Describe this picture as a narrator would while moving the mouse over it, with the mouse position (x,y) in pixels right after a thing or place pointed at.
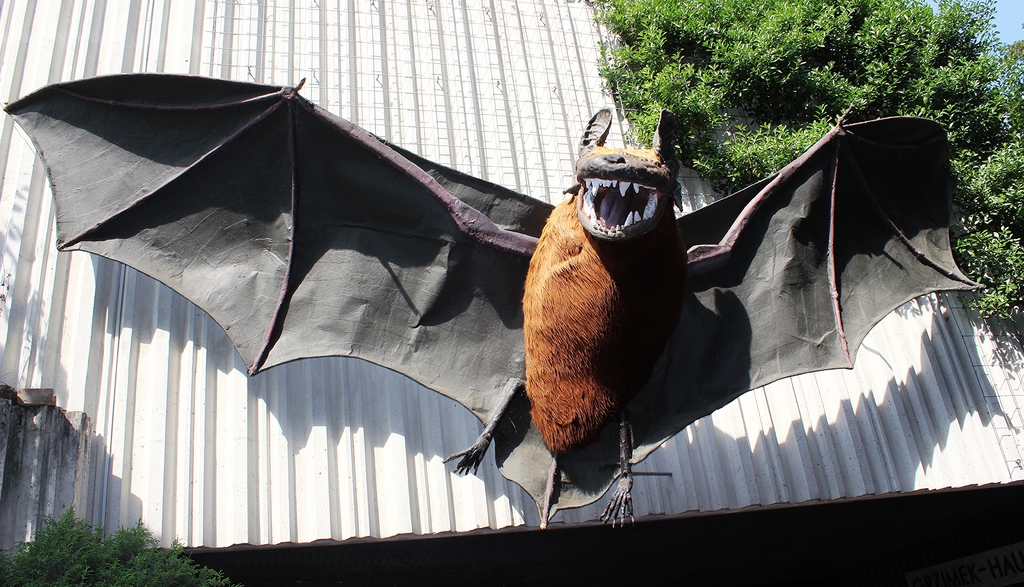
In the picture I can see the statue (457,241) of a bat (685,257). I can see the trees (977,137) on the top right side of the picture (813,83). In the background (496,87), I can see the metal fence (101,300).
